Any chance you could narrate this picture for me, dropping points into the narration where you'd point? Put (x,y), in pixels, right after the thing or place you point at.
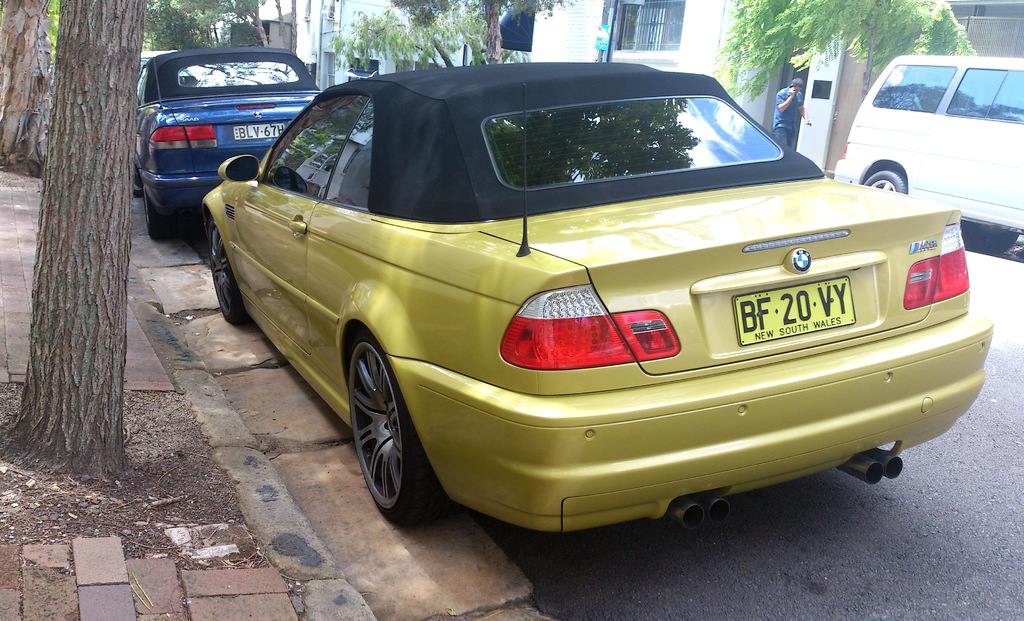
In this image I can see vehicles (444,343) on the road (782,607). In the background (814,80) I can see a person (797,111), trees (796,54) and buildings (804,79).
